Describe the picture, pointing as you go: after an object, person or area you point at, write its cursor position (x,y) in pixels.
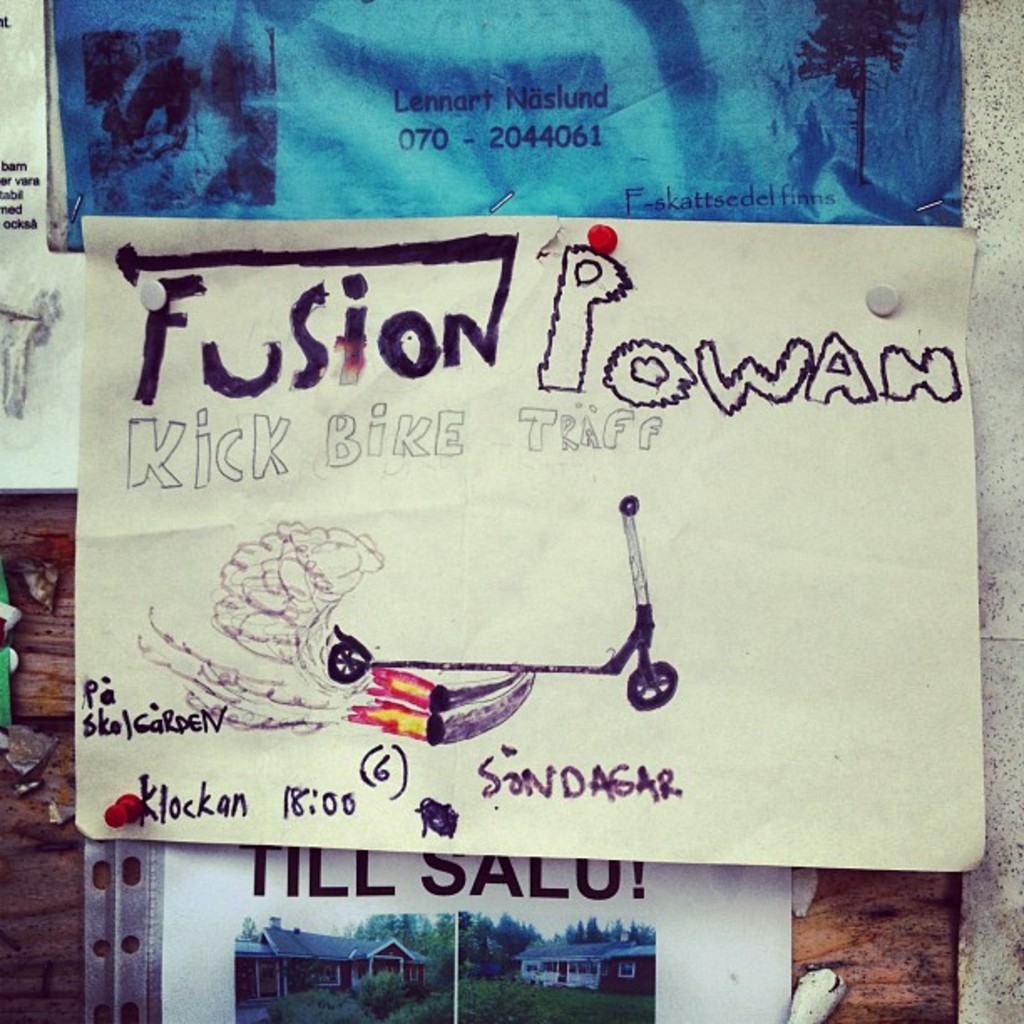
In the center of this picture (506,546) we can see the posters (695,368) hanging on the wall (62,804) and we can see the text (675,354) and the pictures (453,965) of some objects (612,1002) on the posters (447,450).
